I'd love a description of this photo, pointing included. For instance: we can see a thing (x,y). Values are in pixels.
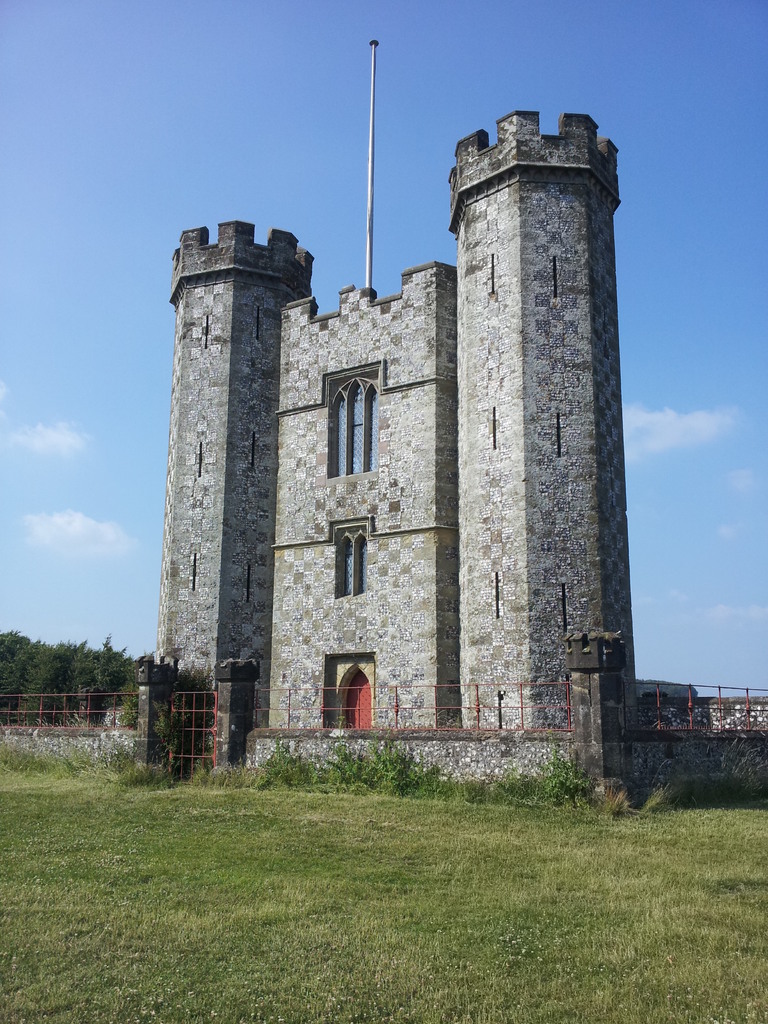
In this picture I can see there is a fort (546,592) and it has doors (351,706) and windows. There is a pole (373,204) on top of it. There are trees (106,652) on to left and there's grass (374,931) on the floor (241,835) and the sky (319,136) is clear.
